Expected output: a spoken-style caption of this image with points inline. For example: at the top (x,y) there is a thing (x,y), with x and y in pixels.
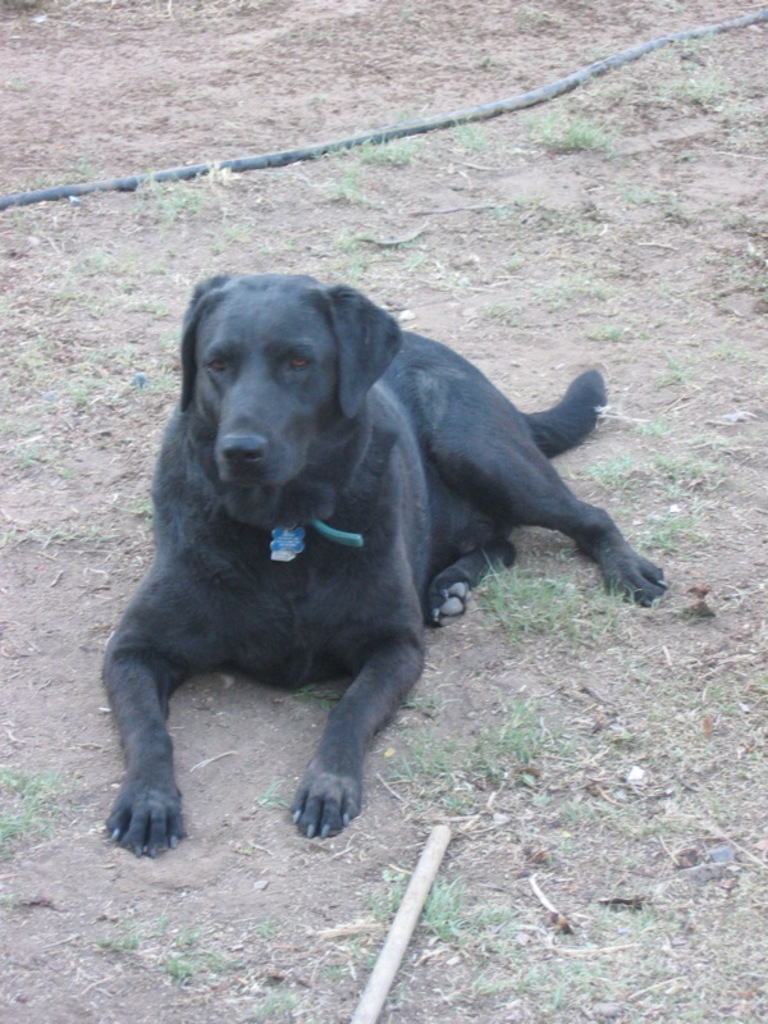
In this image I can see a black color dog (440,487), at the bottom (378,1016) it looks like a stick (401,952). At the top (22,195) there is the pipe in black color.
